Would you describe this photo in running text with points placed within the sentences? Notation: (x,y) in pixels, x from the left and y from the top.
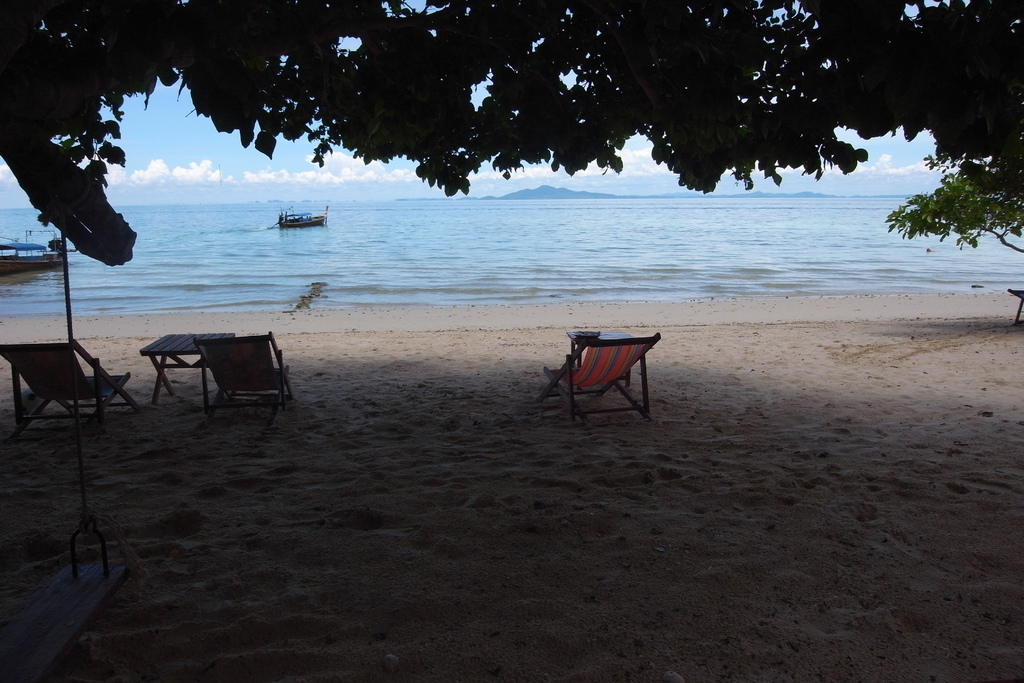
This is a beach (691,536). Here I can see few chairs (26,347) on the sand (458,477). In the background (236,251) there are two boats (273,226) on the water (395,255) and also I can see the sky (173,139) and clouds (185,168). At the top of the image (567,94) I can see the leaves (393,67).
